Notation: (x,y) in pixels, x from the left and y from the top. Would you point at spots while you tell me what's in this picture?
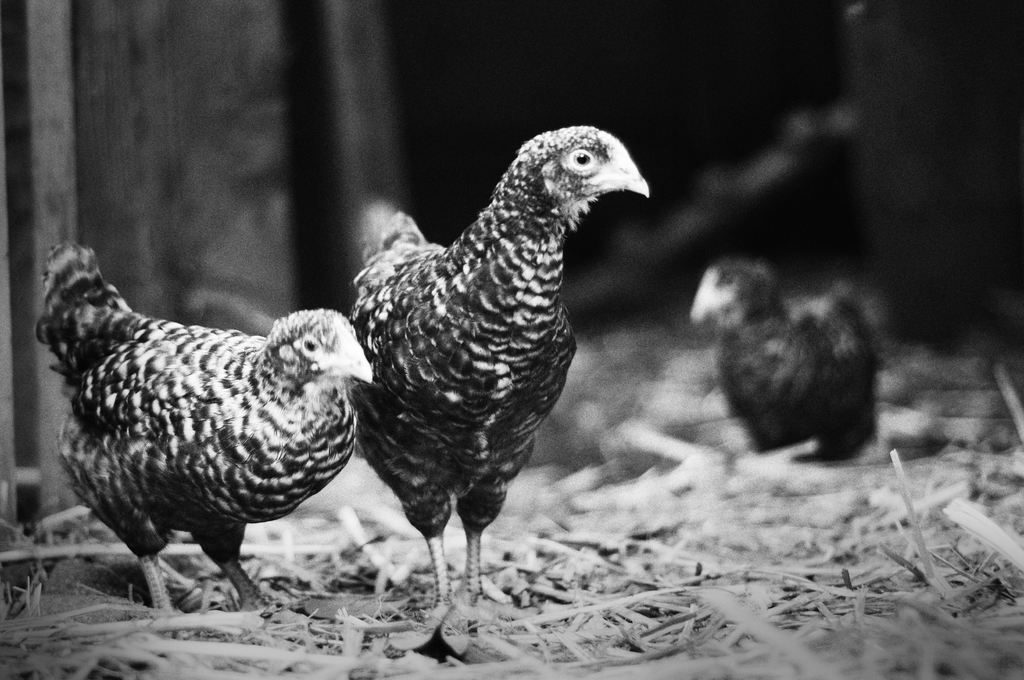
In this black and white image there are hens (521,172) and dry grass (722,490).
